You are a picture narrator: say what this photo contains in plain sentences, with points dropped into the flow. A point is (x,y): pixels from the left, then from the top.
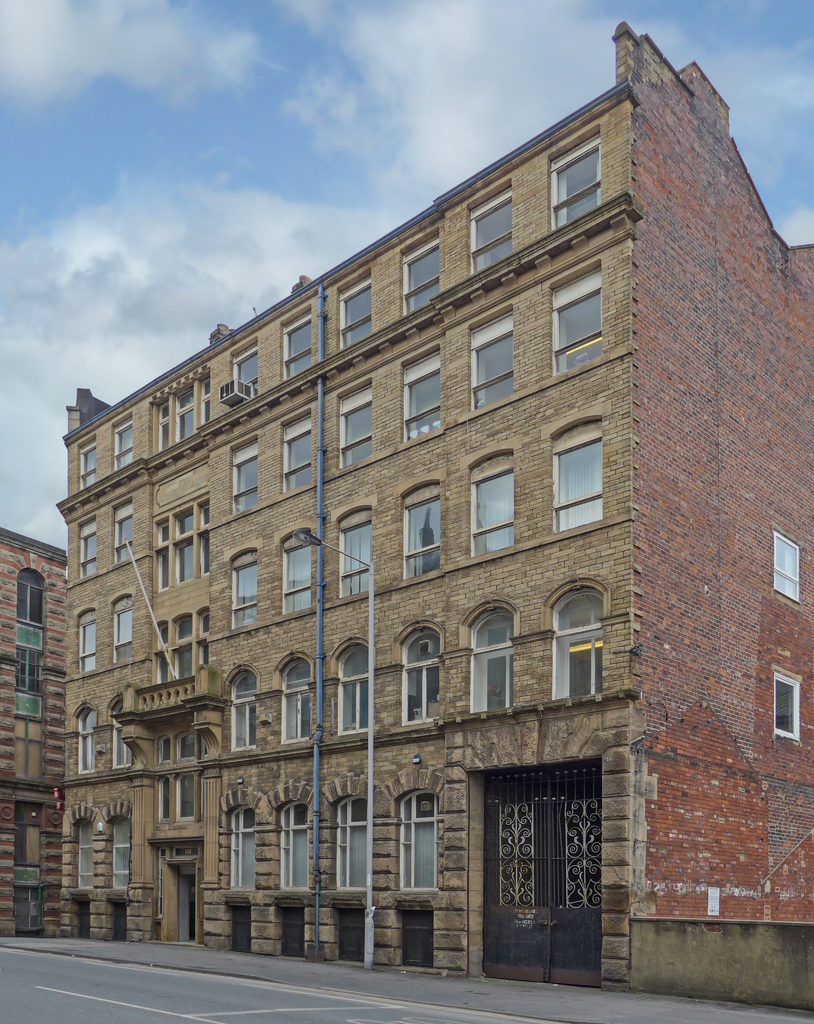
In the center of the image (345,499) there is a building (574,427) with windows (511,374) and doors (192,893). At the bottom of the image (170,1000) there is road (88,968). At the top of the image (389,211) there is sky (279,138).
